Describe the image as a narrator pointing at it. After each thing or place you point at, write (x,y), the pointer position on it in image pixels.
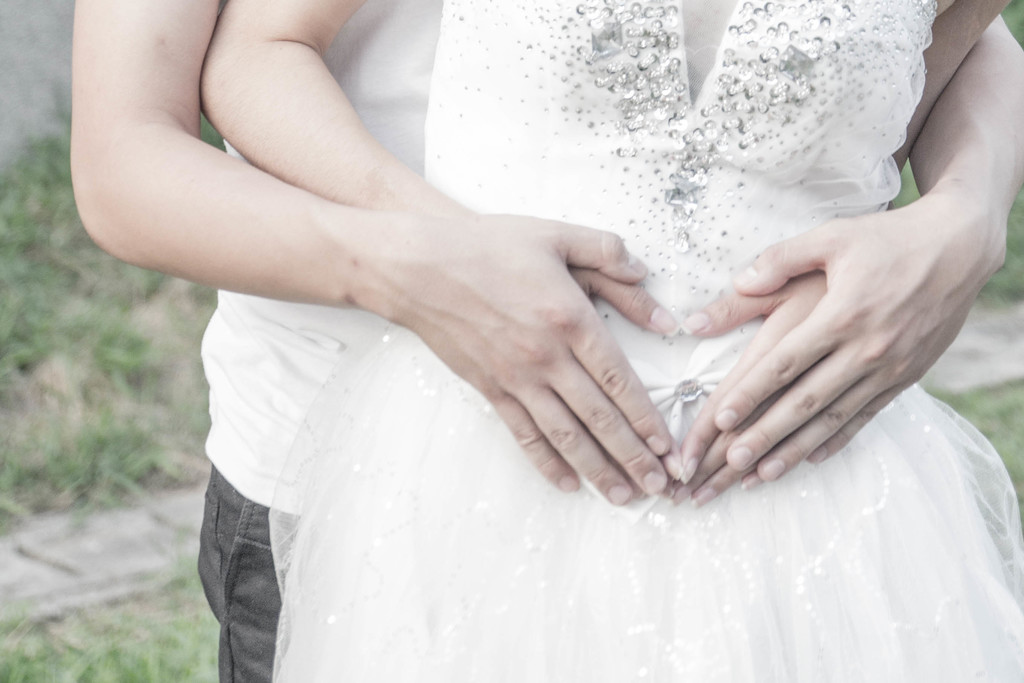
In this image in the foreground (471,247) there is one man (466,368) and one woman (716,375), and in the background (69,451) there is grass (67,219) and walkway (135,562).
